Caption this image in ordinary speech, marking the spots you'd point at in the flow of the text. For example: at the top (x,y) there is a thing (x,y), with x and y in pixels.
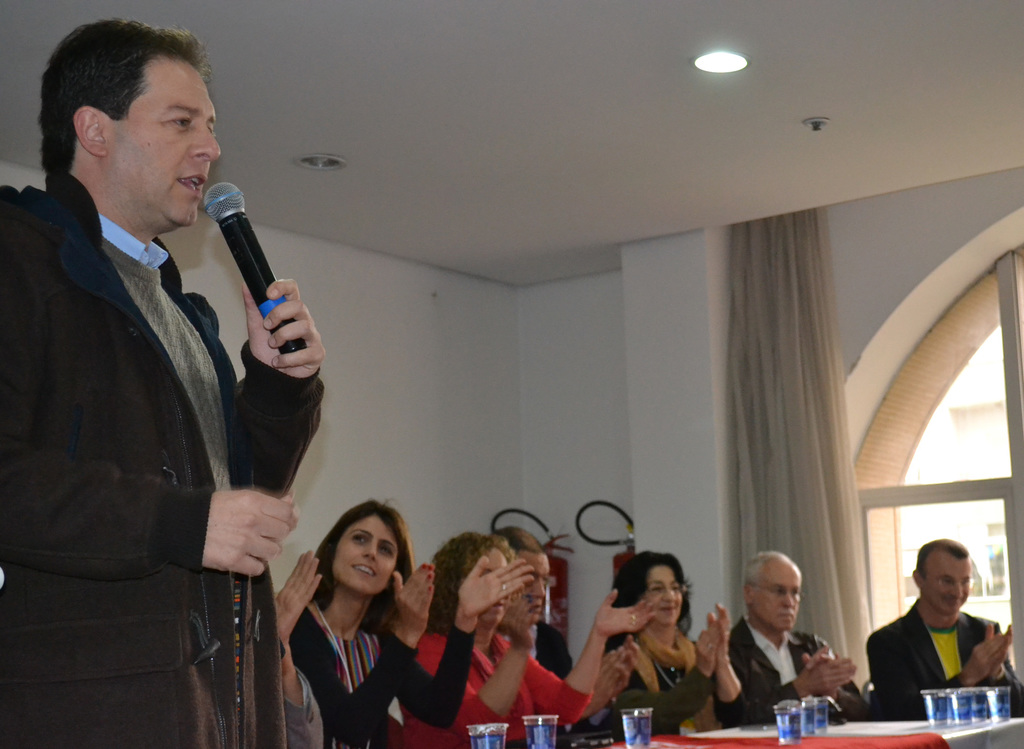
In this image i can see a person (68,351) standing and holding a microphone (281,323), there are few people (373,569) sitting beside him and i can see few water glasses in front of them. In the background (475,423) i can see a wall (418,416), a curtain (751,450) and a window (959,501).
